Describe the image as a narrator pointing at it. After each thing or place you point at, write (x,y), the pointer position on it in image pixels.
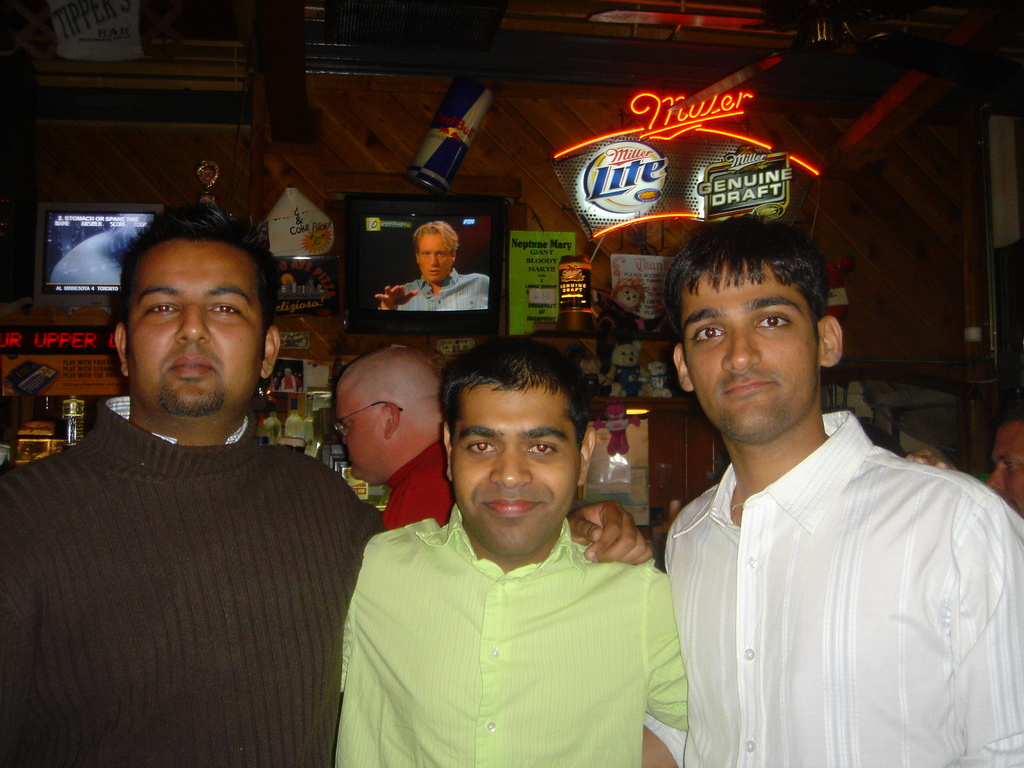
In this picture we can see three people (398,662), they are smiling and in the background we can see people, televisions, wall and some objects (457,171).
